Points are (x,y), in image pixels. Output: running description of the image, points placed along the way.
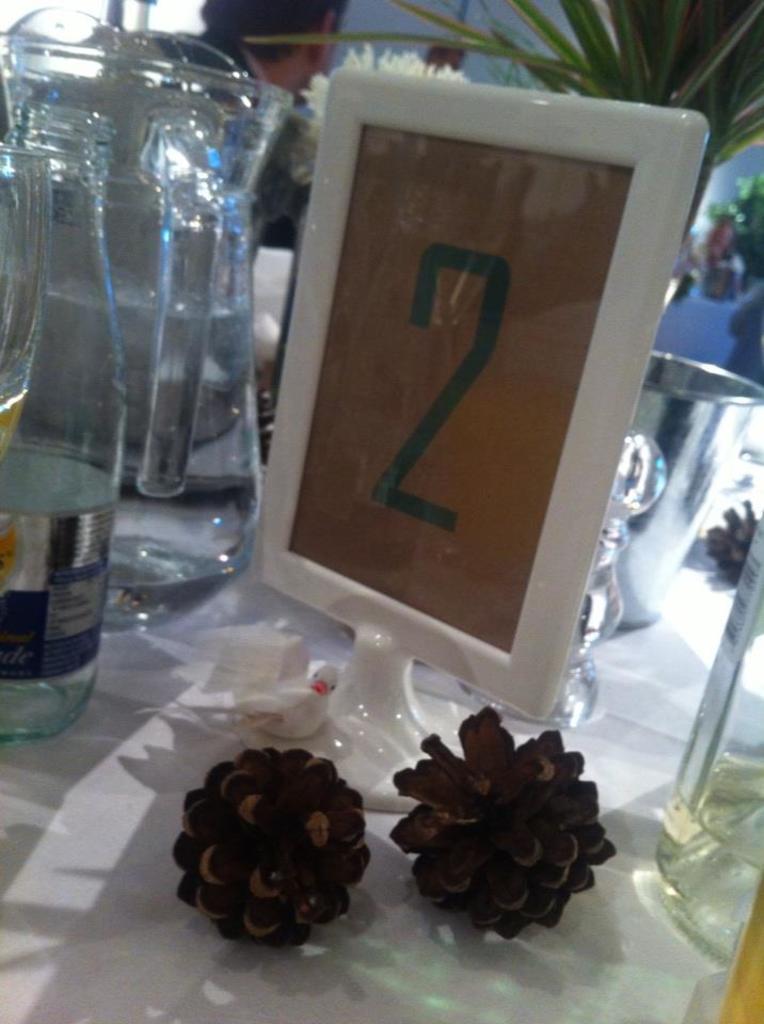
In the image we can see there is a jug (189,464) and a bottle (35,533) and on a frame (580,107) i can see a number (485,279) which is "2" and in front (538,867) there are two pine cones (226,845).
